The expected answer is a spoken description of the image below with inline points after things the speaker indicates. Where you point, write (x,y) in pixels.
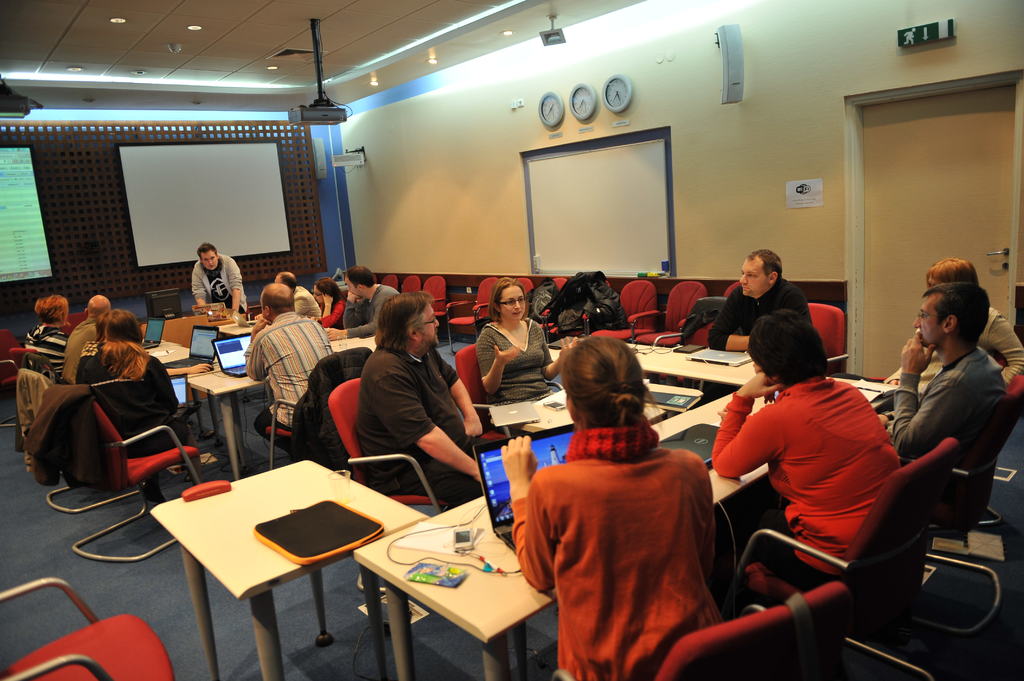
In this picture we can see the group of men and women (582,411) sitting in the hall (553,385) and discussing something. In the front (650,528) we can see two women (695,529) sitting on a chair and listening to the man (385,356). In the background (748,99) we can see the projector screen (232,182), yellow wall (558,131) and three clocks (582,101). On the ceiling (187,94) we can see the spotlights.
